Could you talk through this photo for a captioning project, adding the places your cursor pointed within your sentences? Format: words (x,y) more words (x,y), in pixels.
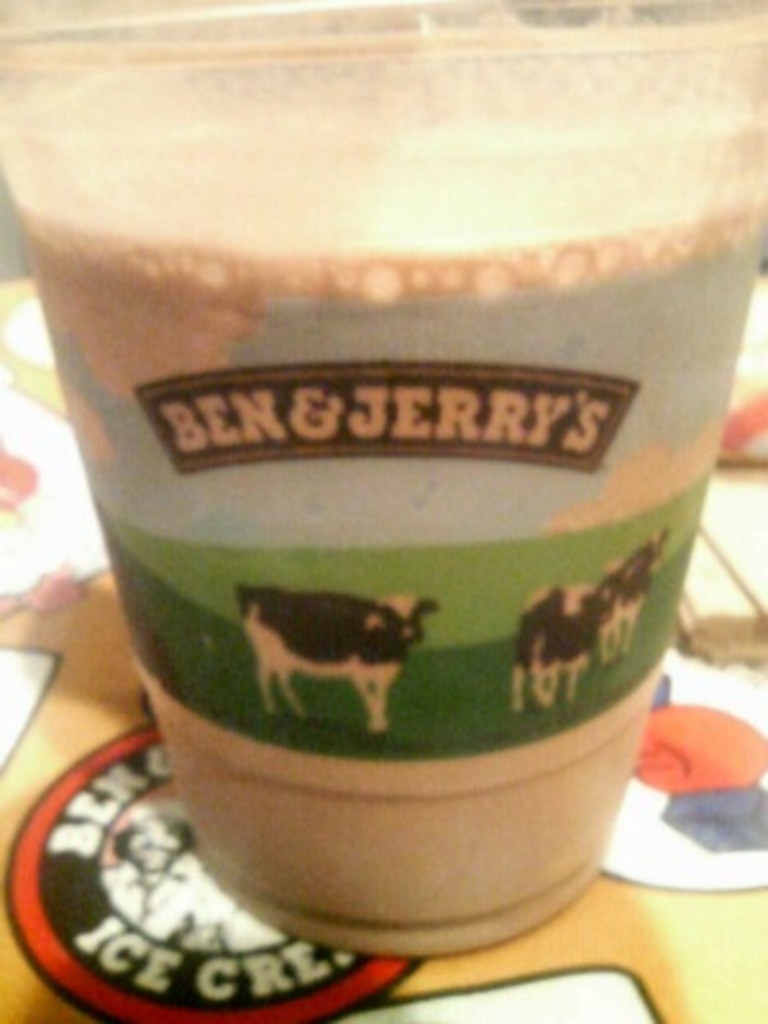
In this picture there is a glass (388,100) placed on the table (721,1013). The glass (385,729) is filled with the liquid (676,442). On the glass (475,503) there are pictures (199,605) of cows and some text (266,431).
